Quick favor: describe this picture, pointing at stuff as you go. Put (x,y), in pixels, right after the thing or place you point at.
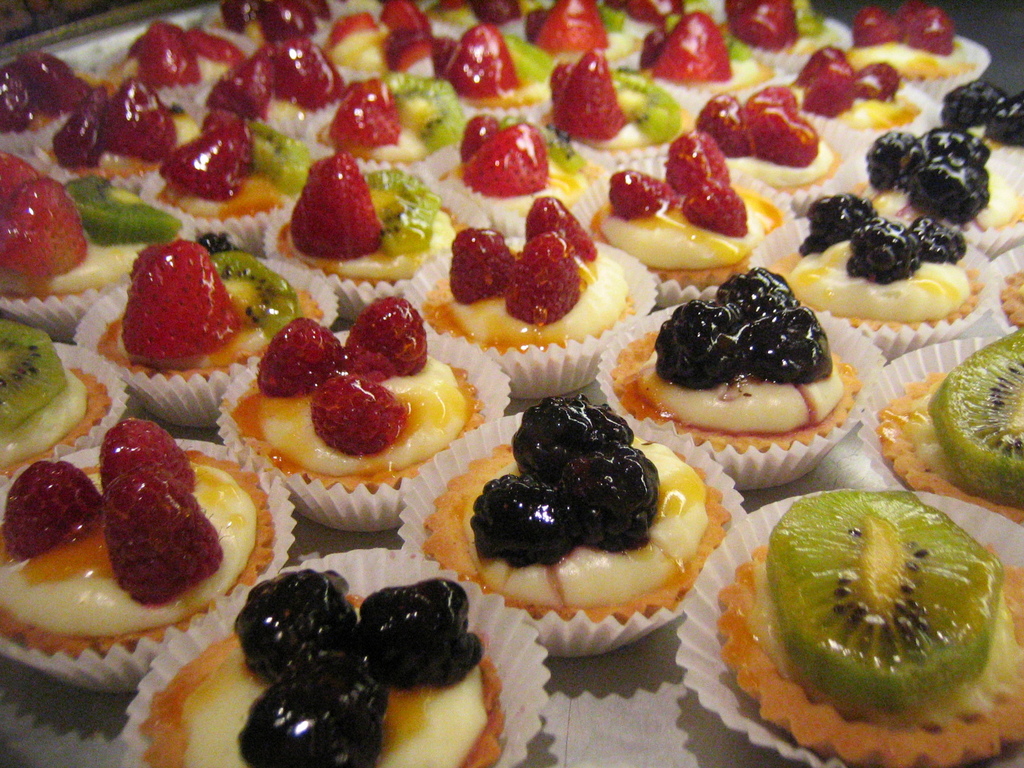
In this image we can see cupcakes (237,323) topped with fruits (627,436) and are placed on the table (353,534).
